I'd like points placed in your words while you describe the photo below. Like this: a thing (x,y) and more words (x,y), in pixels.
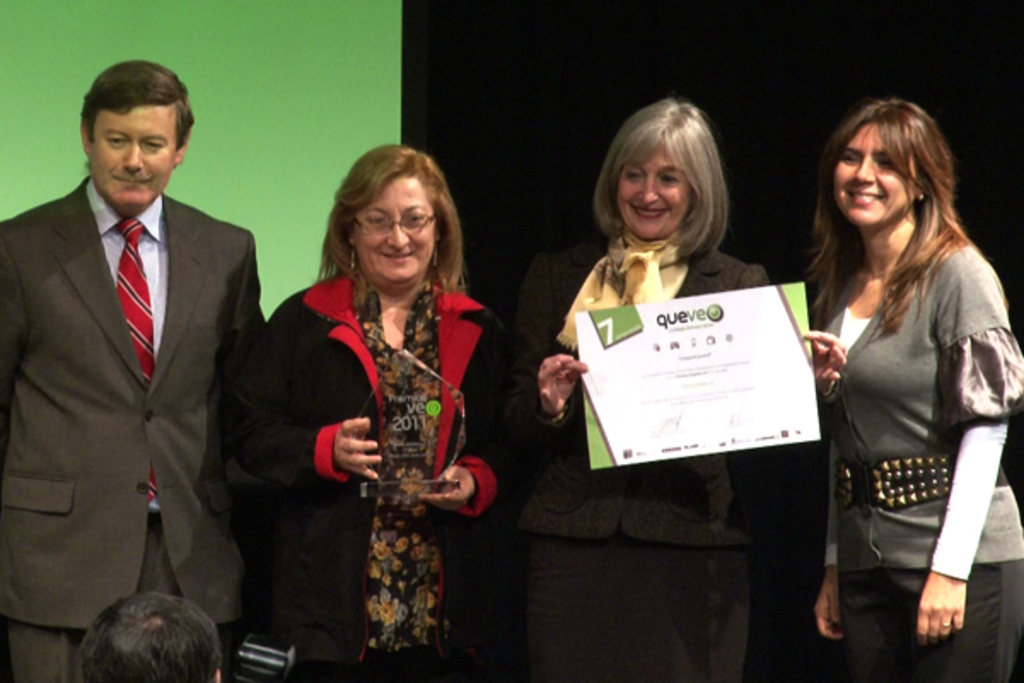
In this image there are group of persons (287,327) standing and smiling. In the front (153,633) the person head (166,644) is visible and there is an object (245,663) which is black in colour. In the background (315,85) there is a wall (299,103) which is green in colour. In the center (646,302) the woman (651,468) is standing and holding a paper (657,397) in her hand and smiling.
